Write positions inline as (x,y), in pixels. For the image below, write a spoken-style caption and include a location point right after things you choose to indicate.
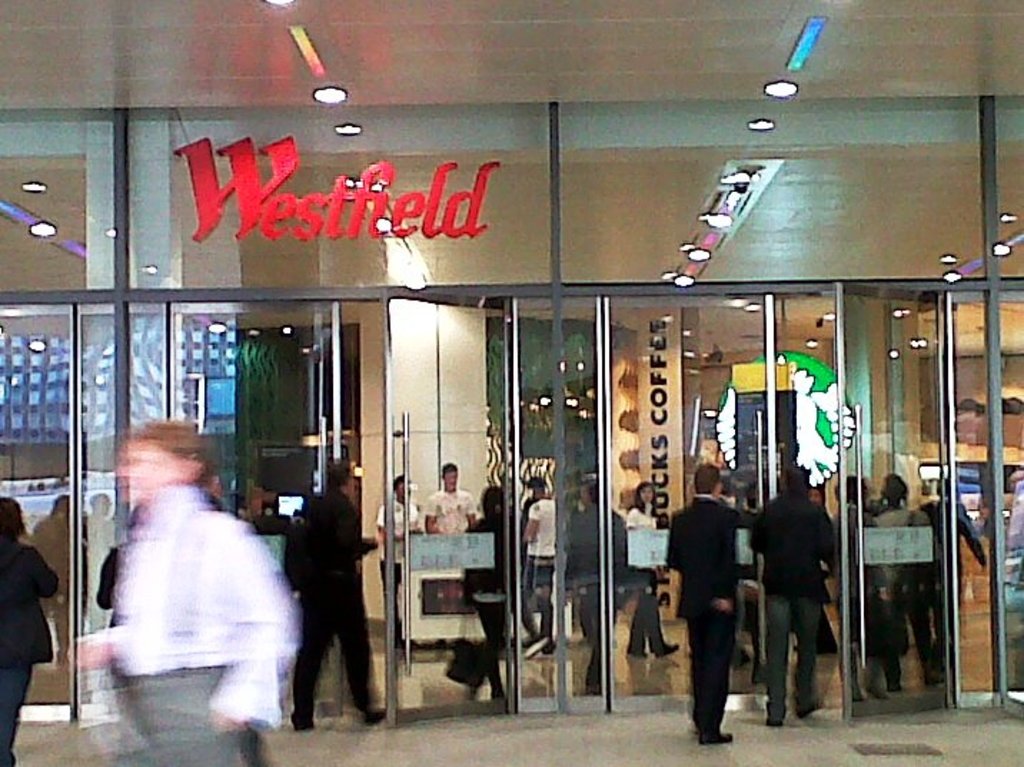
This picture might be taken inside the room (815,738). In the image, on the left side (285,658), we can see a person (254,596) walking. In the background (122,523), we can see group of people (897,589) walking, doors (603,587). On top (773,50) there is a roof (1006,50) with few lights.
